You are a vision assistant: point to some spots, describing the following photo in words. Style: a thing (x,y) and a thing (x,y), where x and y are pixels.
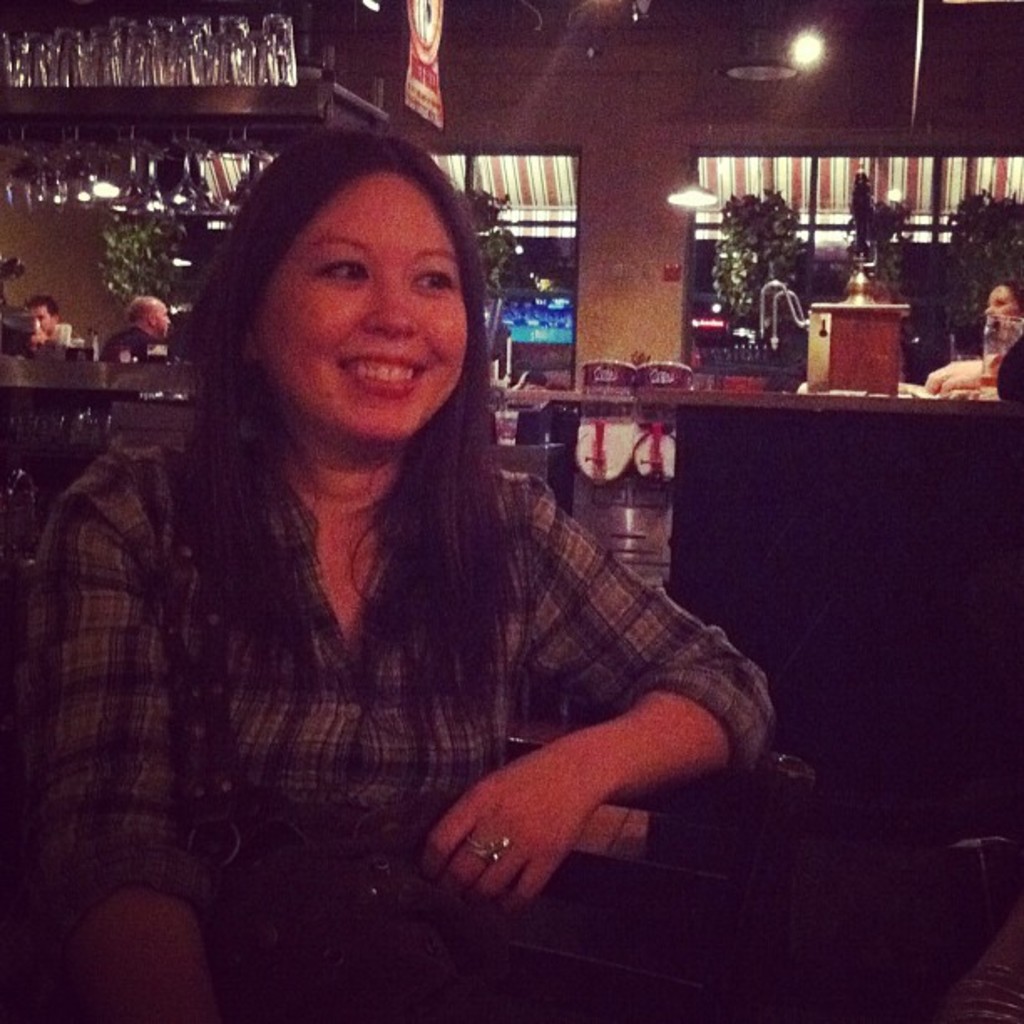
In this image in front (207,881) there is a person (308,740) sitting on the chair (608,836) and she is smiling. Behind her there is a table (680,412). On top of it there are a few objects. Behind the table (158,373) there are people (42,310). There are glasses (183,168) on the rack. There are lights (680,199). There is a wall (641,127).
